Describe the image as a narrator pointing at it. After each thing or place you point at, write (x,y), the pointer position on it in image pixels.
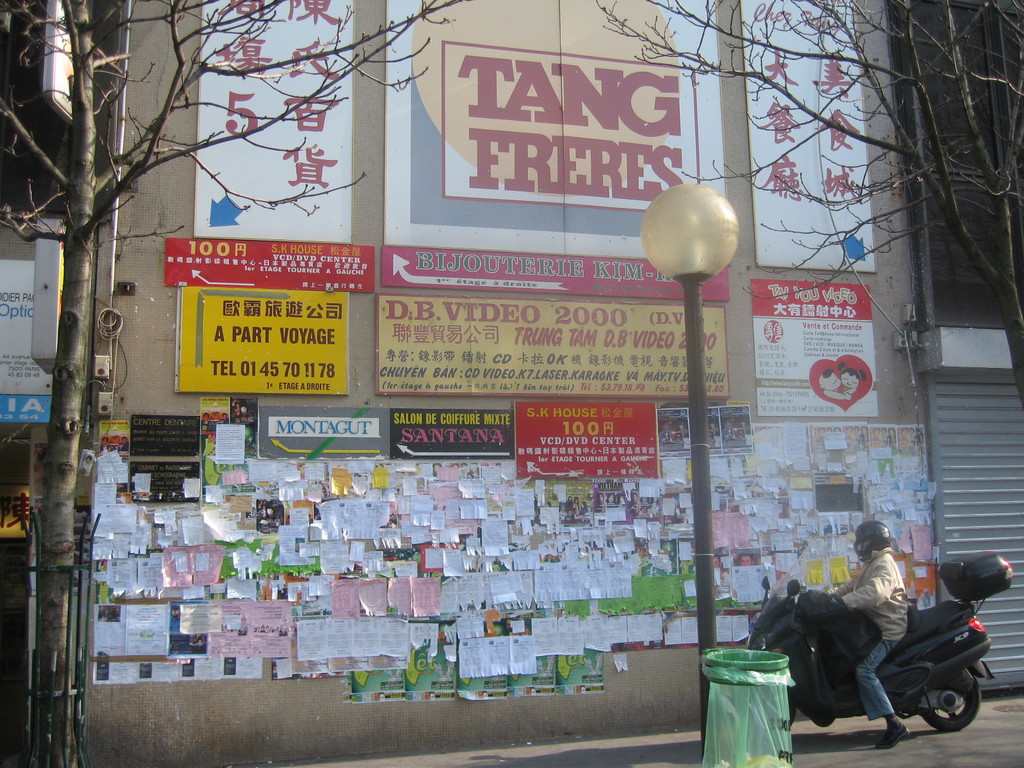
In this image we can see boards (439,180), stick bills (476,529) on the wall (461,423), there are trees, a light pole (698,442), a trash bin (762,681) and a person (872,695) wearing a helmet (869,541) is riding a bike (946,710) on the road (569,762).
